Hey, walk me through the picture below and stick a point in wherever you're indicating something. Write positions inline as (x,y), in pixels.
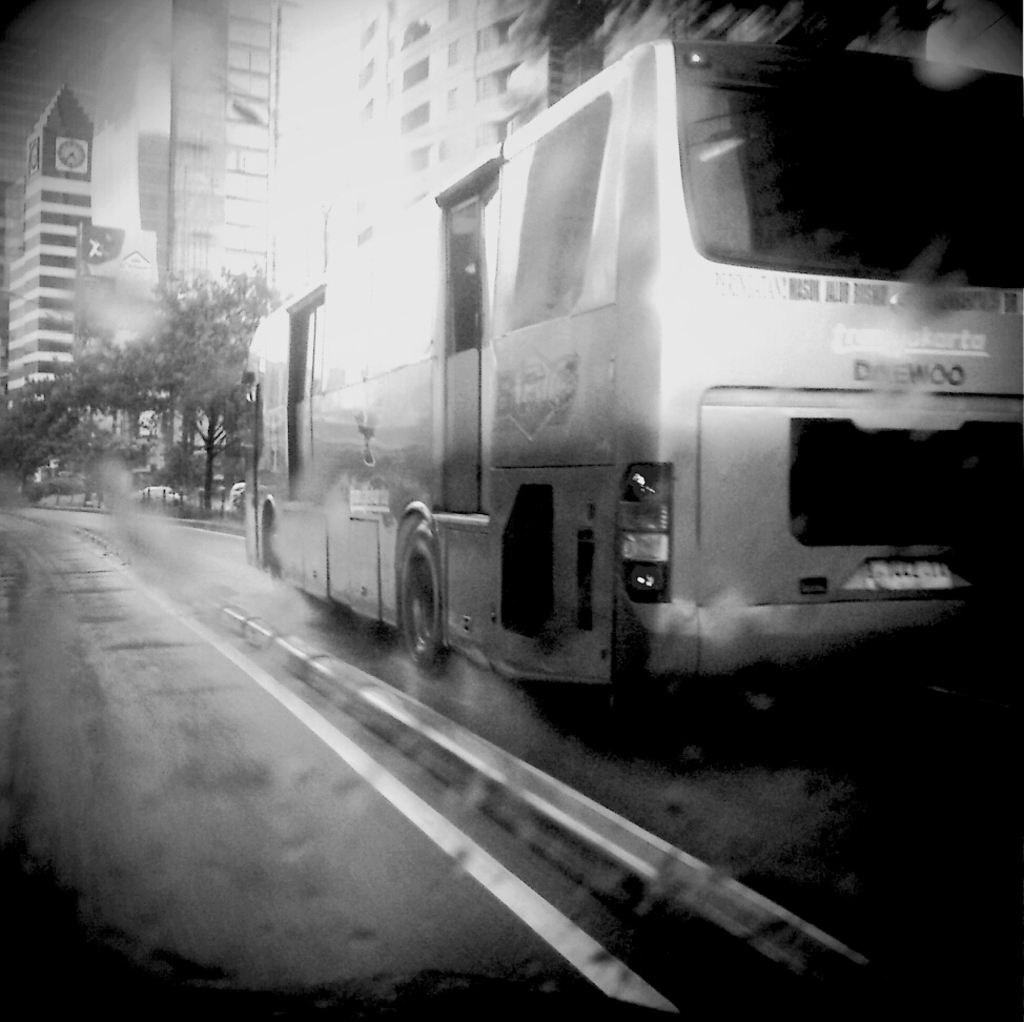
It is a black and white image. In this image we can see the bus (550,590) on the road (296,904). We can also see the trees (191,339) and also buildings (239,160).
